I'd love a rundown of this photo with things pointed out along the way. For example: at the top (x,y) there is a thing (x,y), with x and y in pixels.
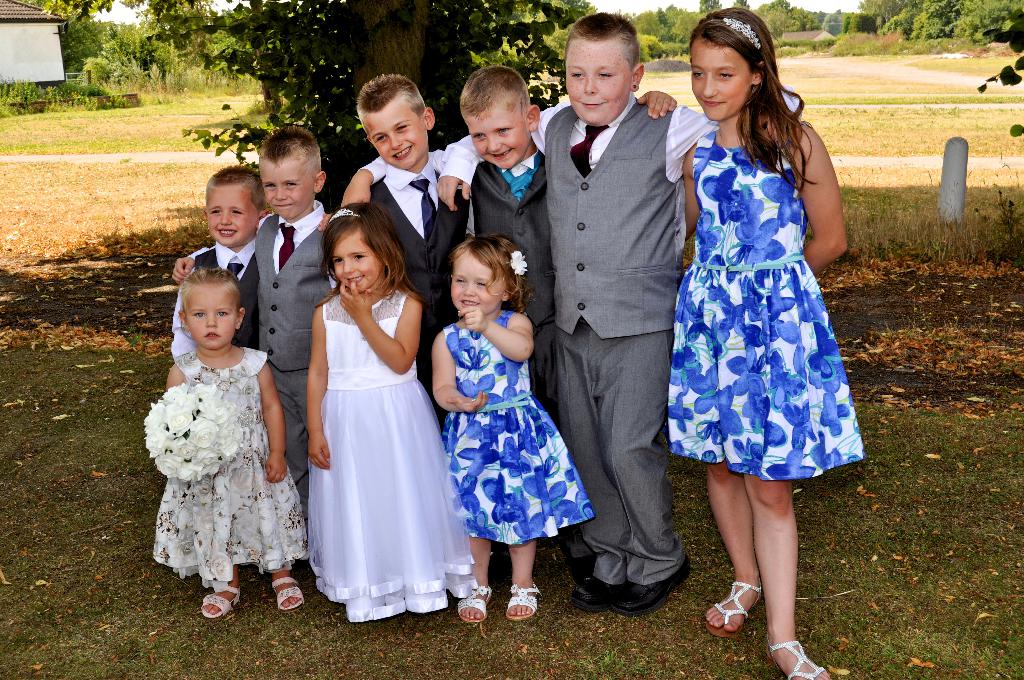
In this image I see children (673,165) and I see that most of them are smiling and this girl (221,330) is holding flowers (178,452) in her hand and I see the grass (993,441). In the background (88,17) I see the trees (276,93), a house (41,21) over here and I see the sky (139,13).
